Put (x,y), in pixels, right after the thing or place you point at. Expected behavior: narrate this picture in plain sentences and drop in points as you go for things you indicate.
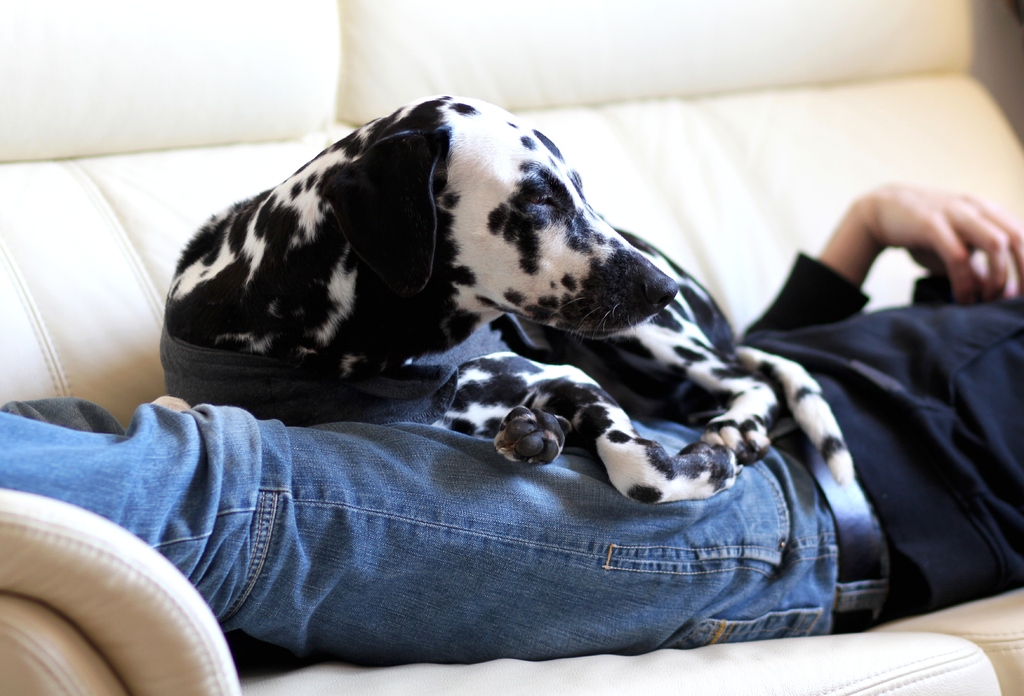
This image is taken indoors. At the bottom of the image (62,577) there is a couch (142,247). In the middle of the image (409,458) a man (183,418) is lying on the couch (894,288) and there is a dog (386,279) sitting on the man (674,433).
